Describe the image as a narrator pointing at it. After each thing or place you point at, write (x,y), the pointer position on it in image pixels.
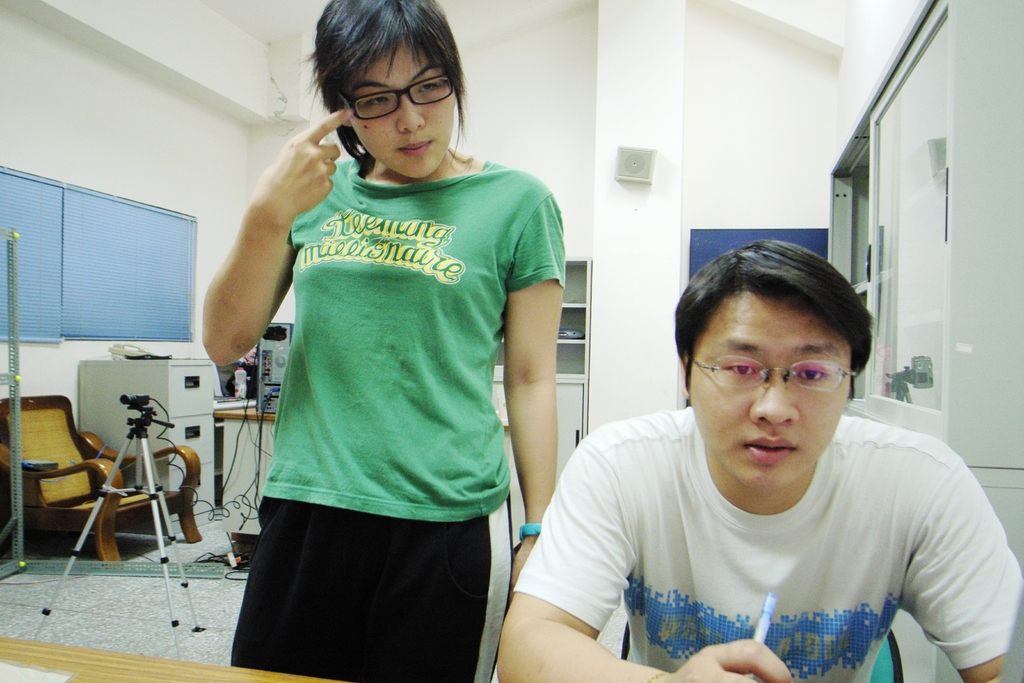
In this room (23,485) a woman (439,458) is standing and a man (796,584) sitting on the chair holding pen (757,631) in his hand (708,646). Behind them there is a tripod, chair (95,480), cupboard (159,410), CPU (269,378), wall (647,330) and a window curtain (151,263). On the right (905,227) there is a cupboard (928,61).
